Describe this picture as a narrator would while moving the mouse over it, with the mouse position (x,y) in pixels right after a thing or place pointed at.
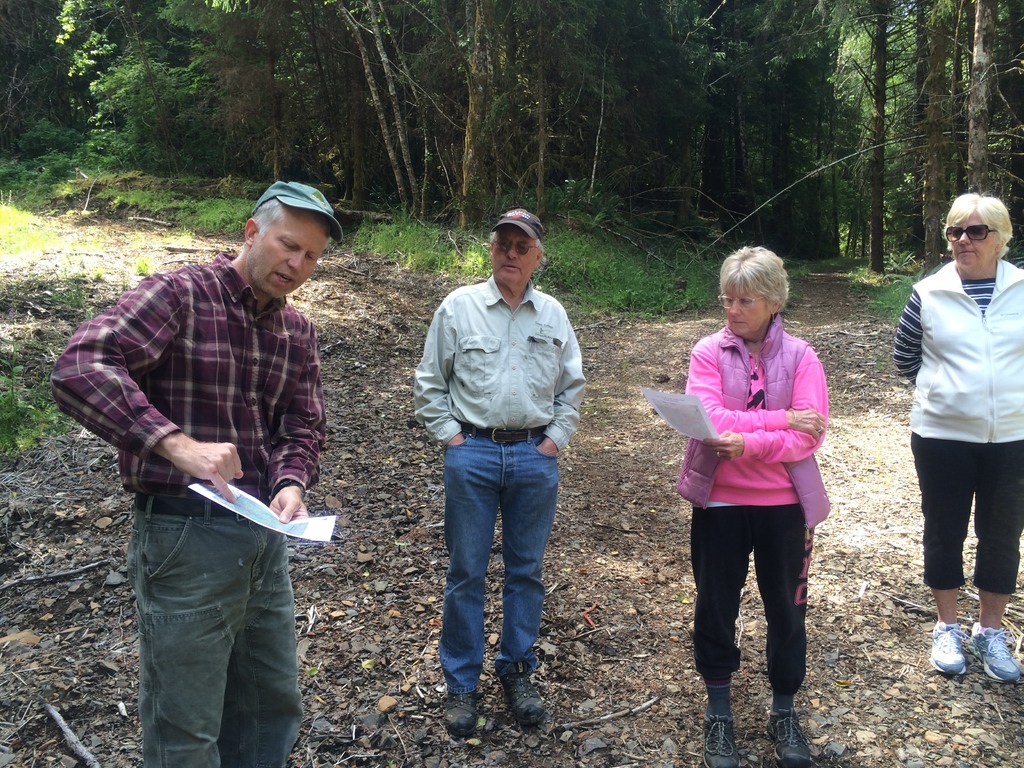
In this image we can see few people (535,372) standing and there are two persons (772,588) holding paper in their hand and we can see some trees (183,30) and grass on the ground (572,502).
